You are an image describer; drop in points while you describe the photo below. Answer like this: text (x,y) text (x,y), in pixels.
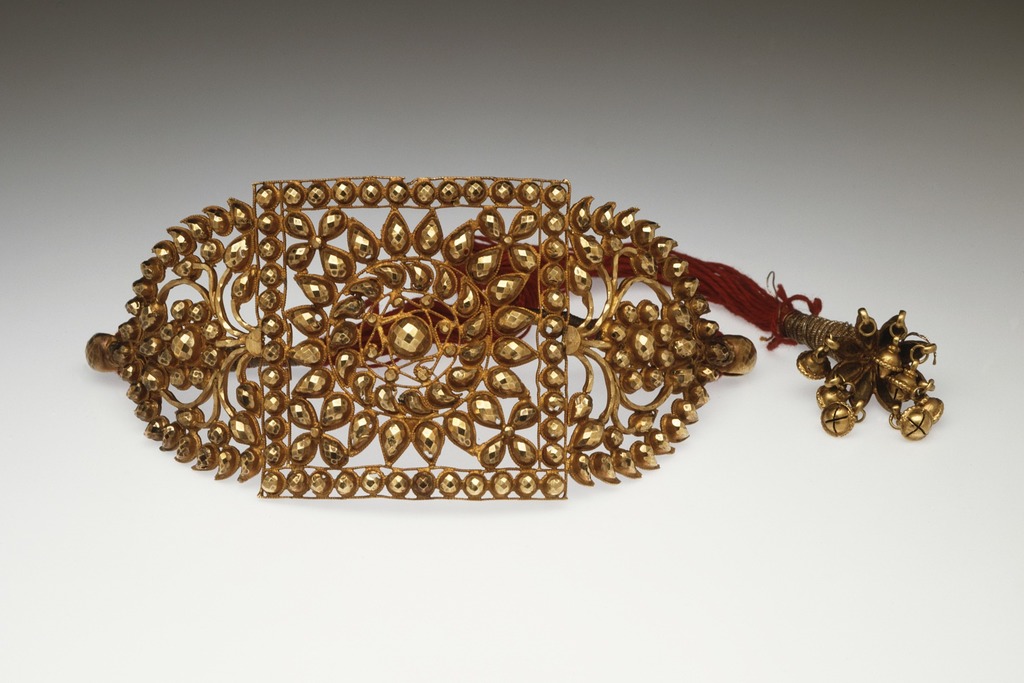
In this picture I can see there is ornament (473,369) and it is placed on a white surface (793,393). It is having a yellow coating (480,331) on it.
